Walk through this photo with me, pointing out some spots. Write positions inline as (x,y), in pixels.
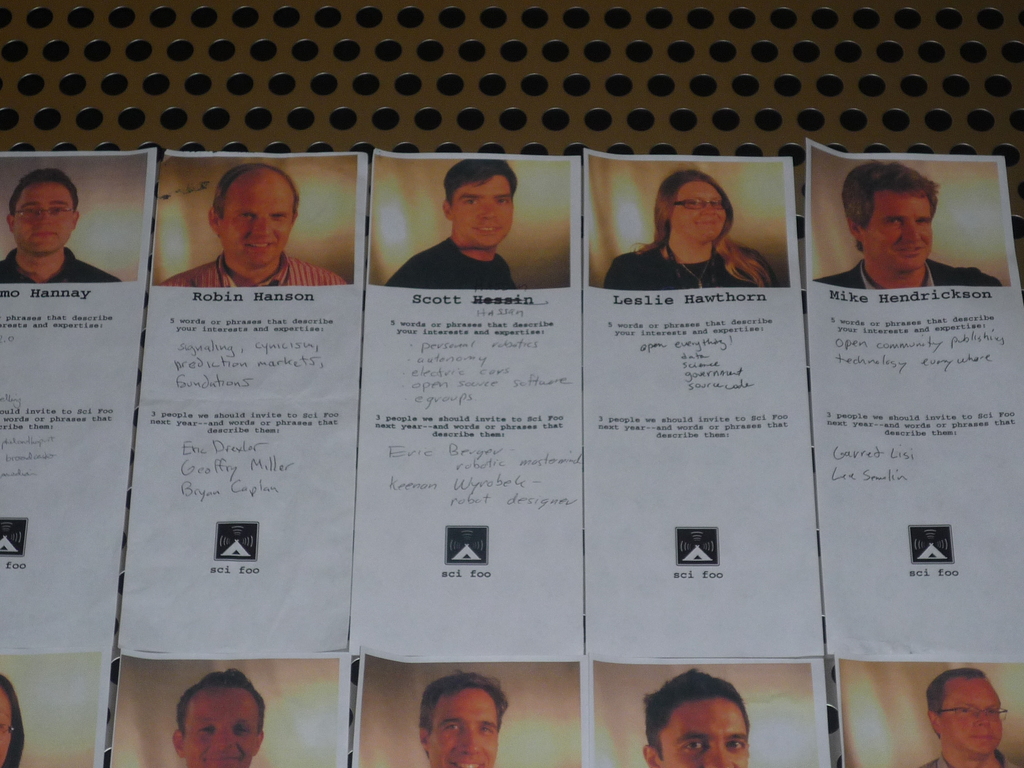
In the image in the center (365,399), we can see posters (305,607). On the posters (453,570), we can see few people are smiling. And we can see something written on the posters (13,484).
